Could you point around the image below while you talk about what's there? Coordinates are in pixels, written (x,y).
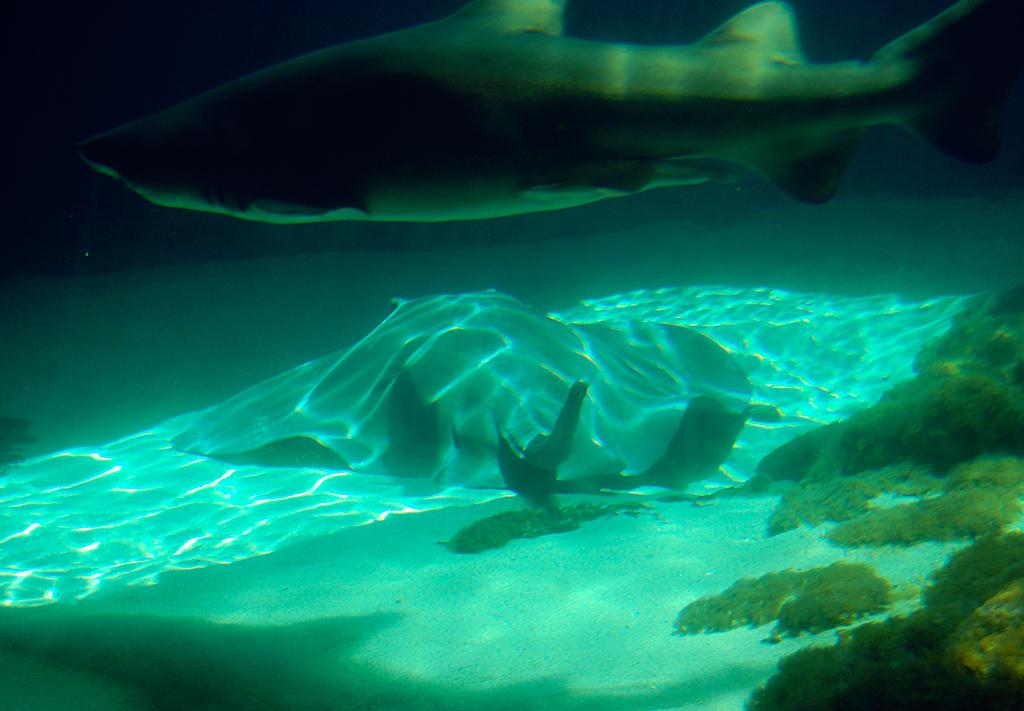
In this image we can see a shark (265,208) which is in underwater (289,515) and there are some sea plants (789,668).
